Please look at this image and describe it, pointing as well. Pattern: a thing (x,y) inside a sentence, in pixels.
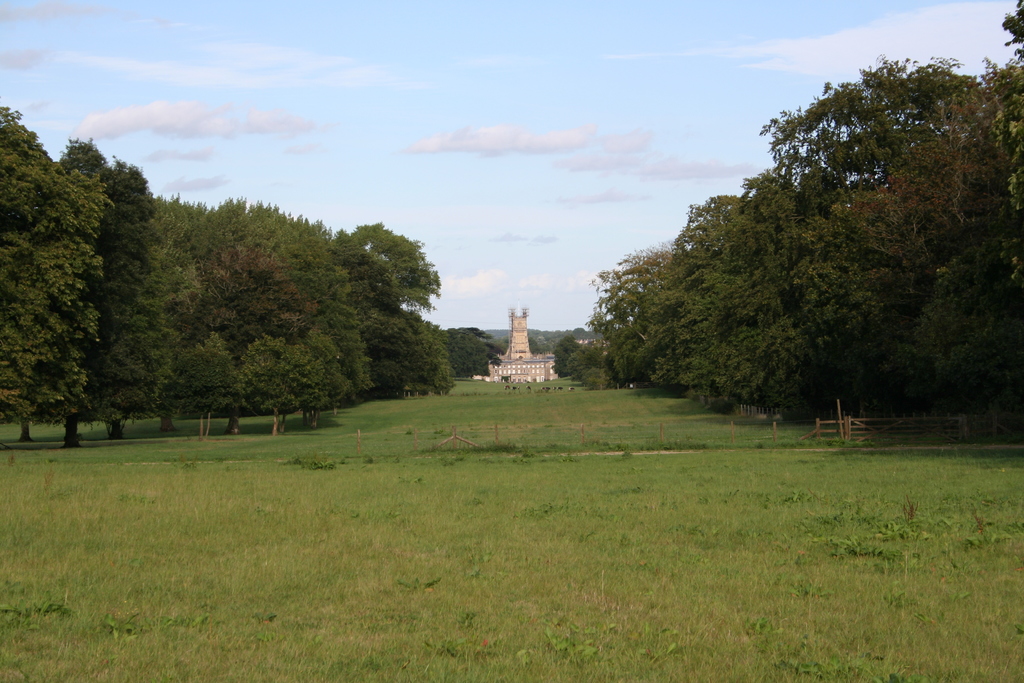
In this picture I can see a building (523,347) and few trees (770,335) and I can see grass (626,533) on the ground (304,493) and a blue cloudy sky (497,70).
